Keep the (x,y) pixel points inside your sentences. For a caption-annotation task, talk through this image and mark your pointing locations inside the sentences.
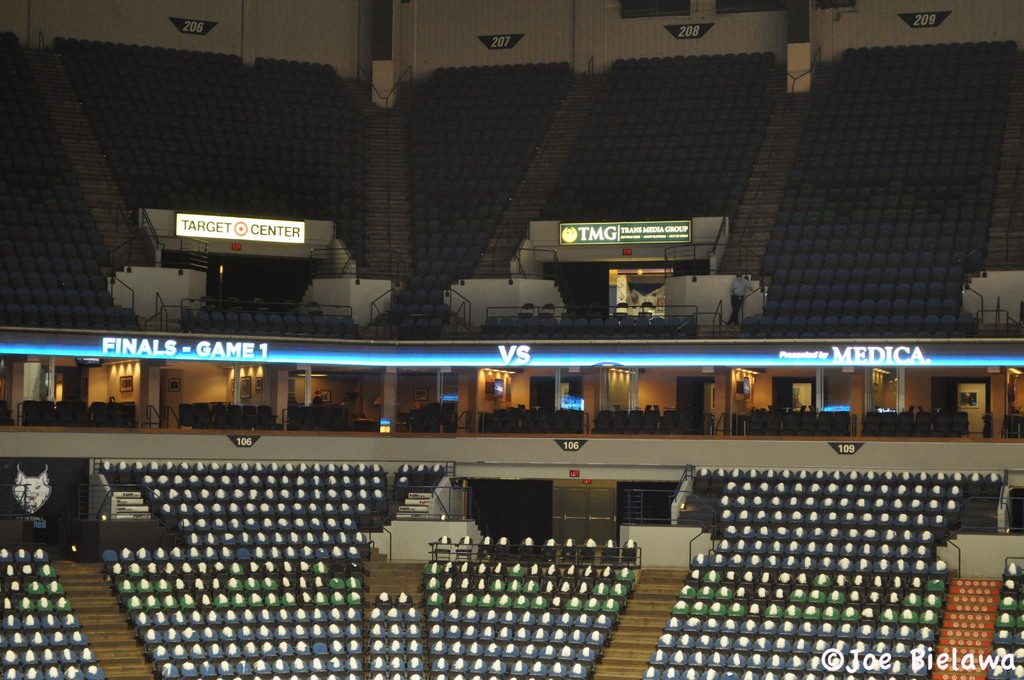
This image is taken in a stadium (322,590). In this image there are chairs (253,207), railing (721,317) on the either sides of the stairs (744,217), there is a person (741,307) standing, there are a few lights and a few boards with some text (685,228) on it. In the background (296,31) there is a wall (310,43).
